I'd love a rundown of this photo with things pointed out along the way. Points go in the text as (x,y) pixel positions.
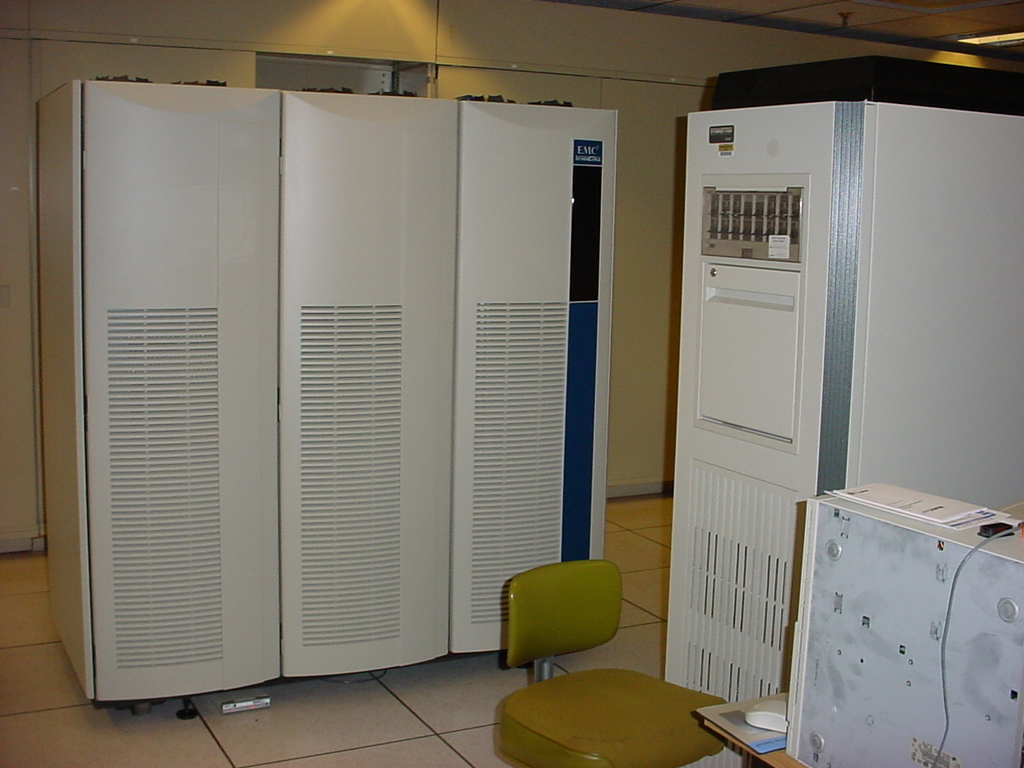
On the right side of the image (851,615) we can see a CPU (792,668) and a mouse (786,704) on the table (787,761), beside the table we can see a chair (527,592) and cabins (523,364), in the background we can find few lights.
